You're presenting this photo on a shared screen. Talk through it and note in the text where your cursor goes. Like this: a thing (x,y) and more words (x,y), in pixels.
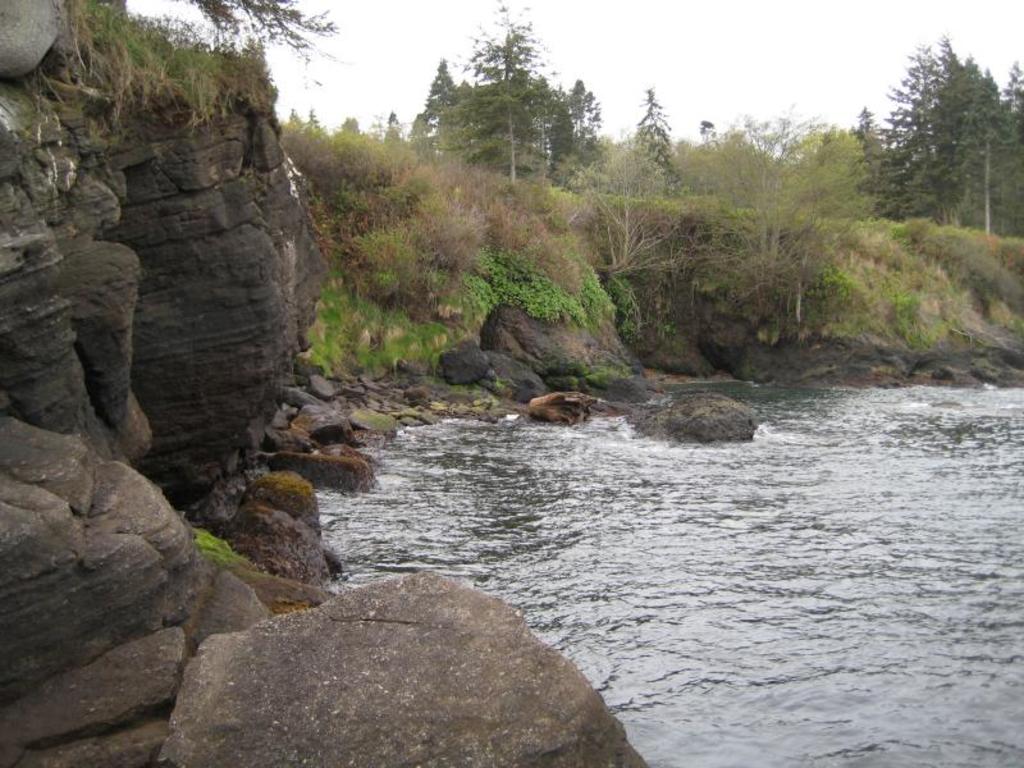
In this image we can see a water body (650,552). We can also see some stones (271,431), plants (442,246), a group of trees (586,175) and the sky (602,66) which looks cloudy.
